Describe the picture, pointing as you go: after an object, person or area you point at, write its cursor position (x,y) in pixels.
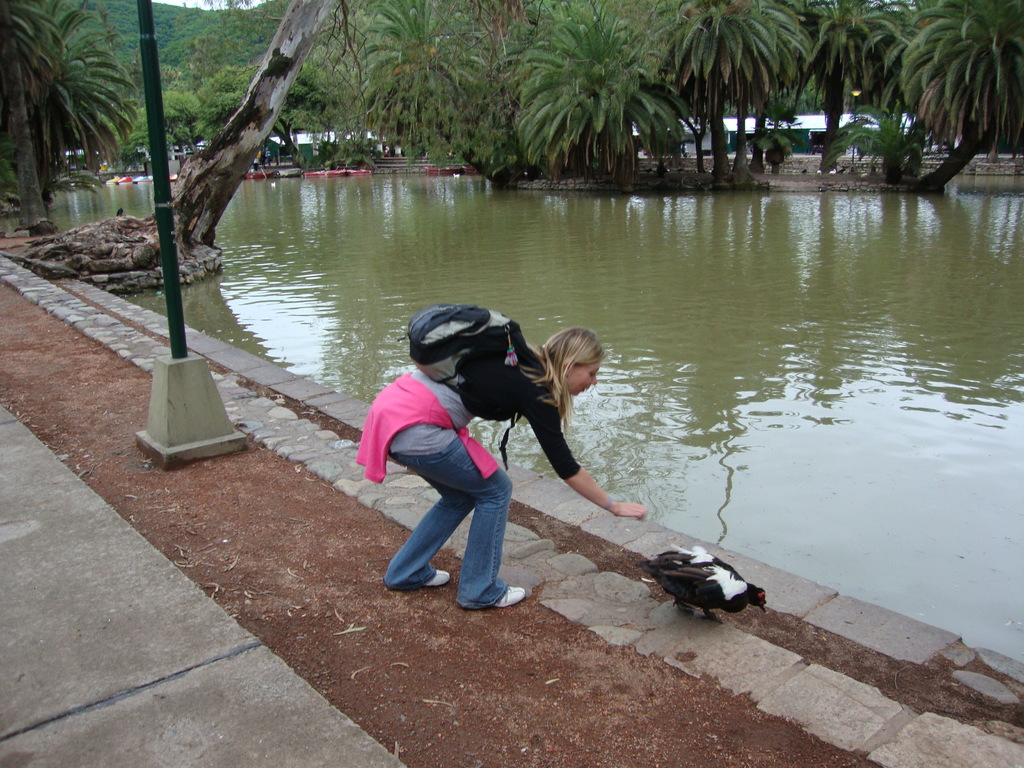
In this image, I can see a bird (699,593) and a woman (397,578) is standing on the pathway (458,646). There are water (328,242) and trees (482,75). On the left side of the image (181,352), I can see a pole (184,358). Behind the trees (827,138), I can see the houses (802,121).
